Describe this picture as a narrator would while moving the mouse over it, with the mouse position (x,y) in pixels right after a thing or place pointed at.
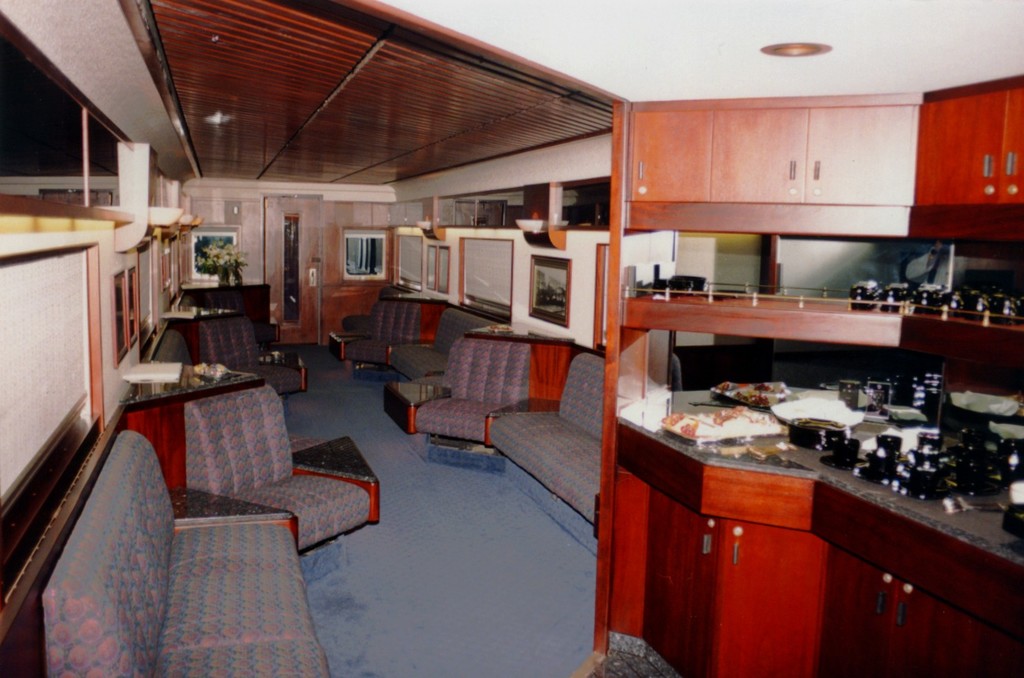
This picture is taken inside a room (421,571). There are few sofas (340,492) and chairs (356,504) are on the floor (466,535). There is a flower vase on the table (230,290). Right side (812,515) there is a kitchen cabinet (823,536) having trays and few objects (920,491) on it. Few picture frames (534,279) are attached to the wall (452,282). Few lights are attached to the wall (354,228). Right side (711,211) there is a shelf (988,338) having few objects (865,296) on it.
